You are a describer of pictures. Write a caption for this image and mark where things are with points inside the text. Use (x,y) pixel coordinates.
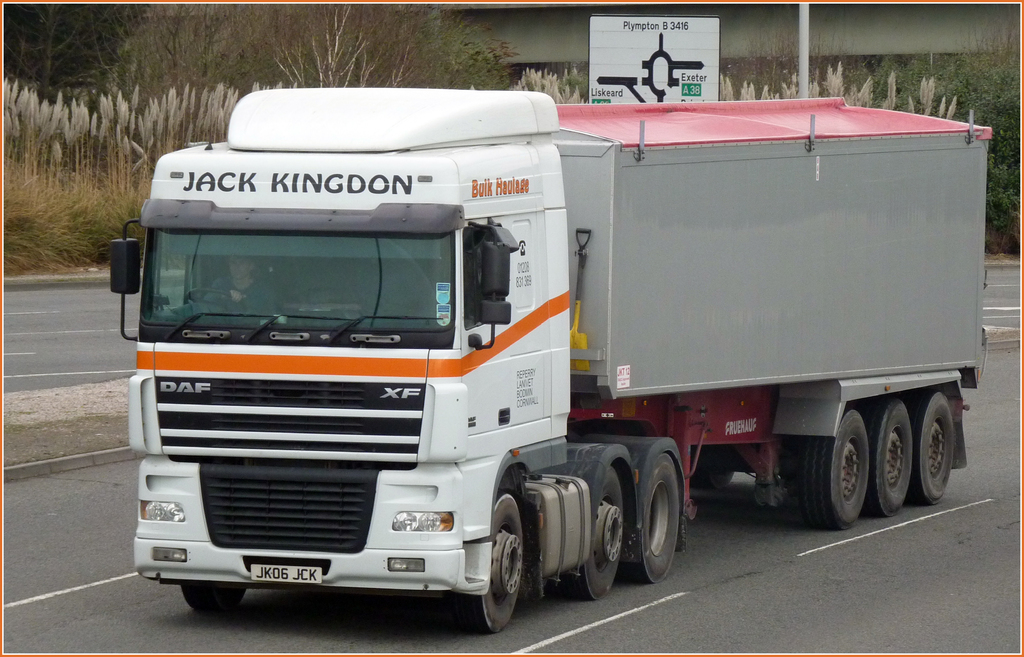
In this image we can see truck (371,302) on the road (681,586). In the back (675,50) there is a sign board (655,60). Also there are trees (241,63) and there are plants (138,112).
